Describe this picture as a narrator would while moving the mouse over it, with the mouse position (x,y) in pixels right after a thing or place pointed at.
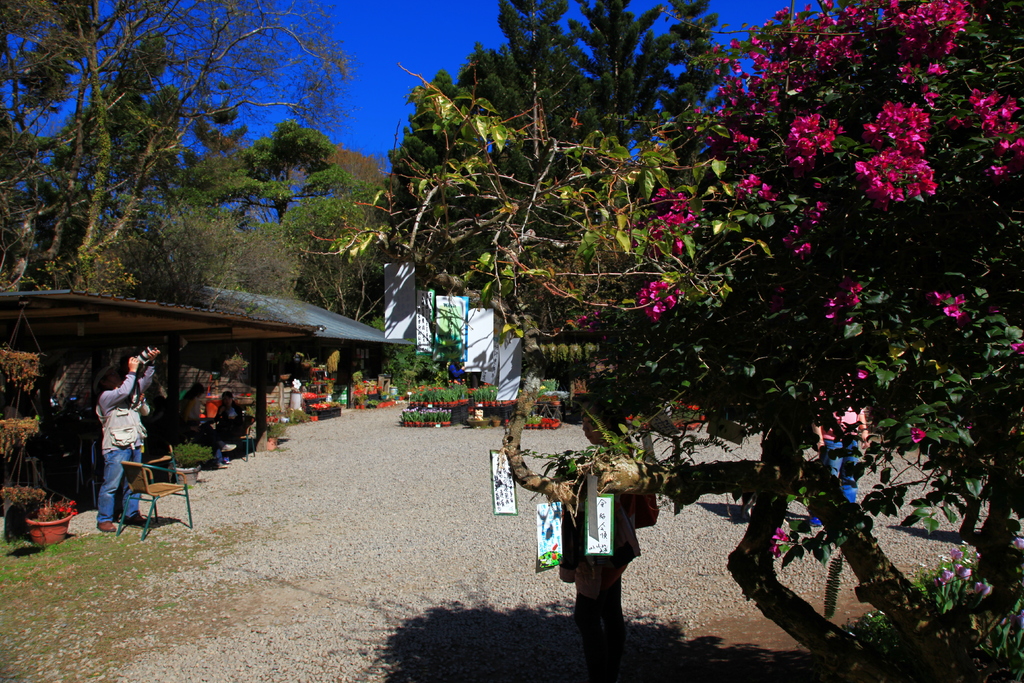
In this picture we can see a person (119,435) standing here, on the left side (284,370) there is a shed (135,344), we can see some plants (325,403) here, on the right side (873,239) there is a tree (909,229), we can see flowers (948,41) here, at the left bottom (25,576) there is some grass (35,567), we can see papers (543,512) here, there is the sky (425,61) at the top of the picture (415,32).
